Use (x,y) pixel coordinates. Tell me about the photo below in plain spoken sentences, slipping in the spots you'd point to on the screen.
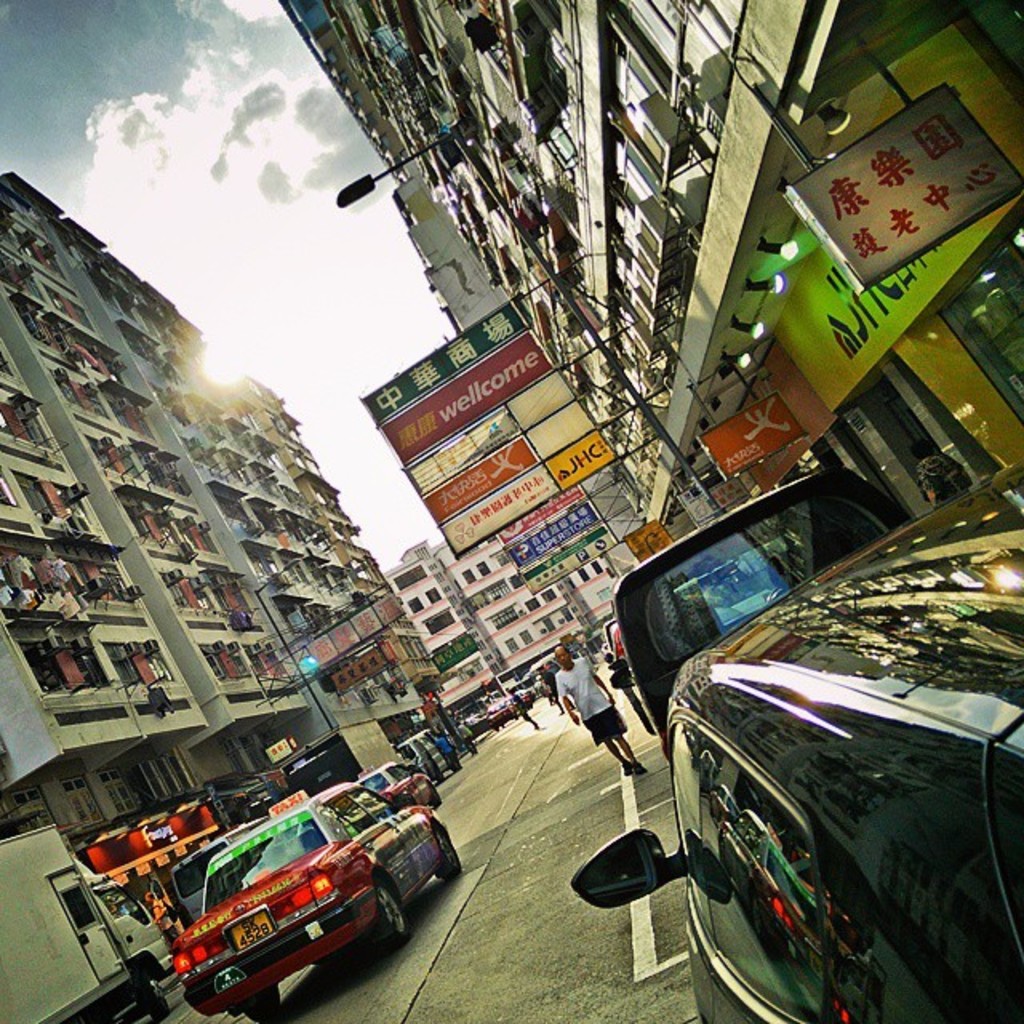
In this picture we can observe some cars (686,621) on the road (490,829). There are some people (563,686) walking. We can observe buildings (122,451) and some boards (504,411) fixed to the pole (506,205). In the background (157,211) there is a sky (164,223) with some clouds (178,193).
